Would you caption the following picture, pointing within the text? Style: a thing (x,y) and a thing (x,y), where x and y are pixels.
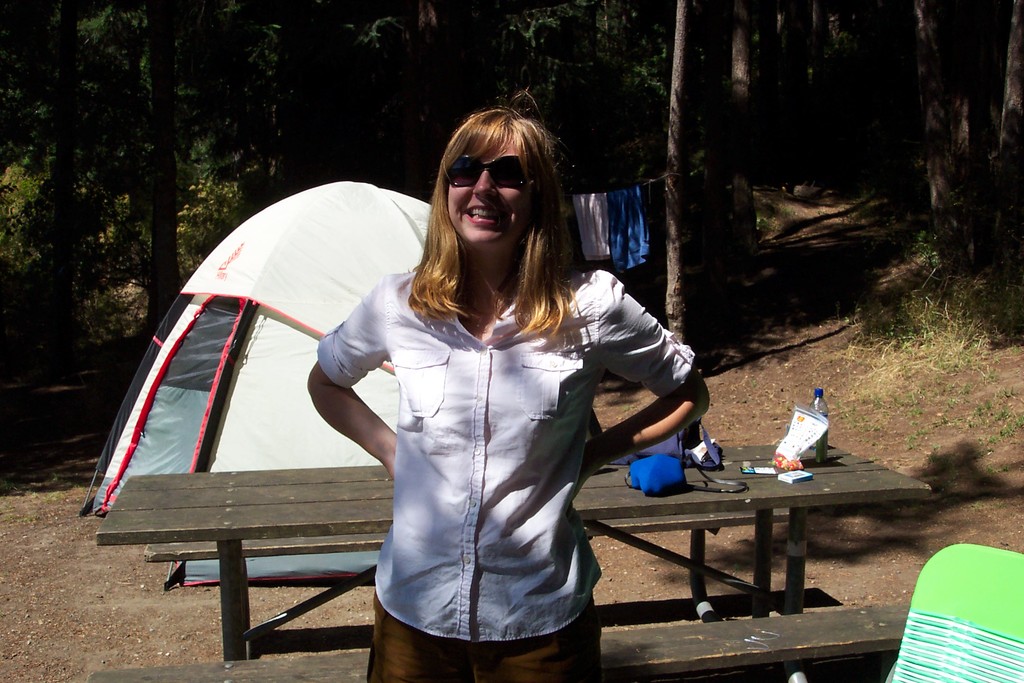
In the image we can see there is a woman (472,443) who is standing in front (515,202) and she is wearing glasses (514,182) and at the back (213,405) there is a tent (218,361) and there are lot of trees (270,77) all around.
